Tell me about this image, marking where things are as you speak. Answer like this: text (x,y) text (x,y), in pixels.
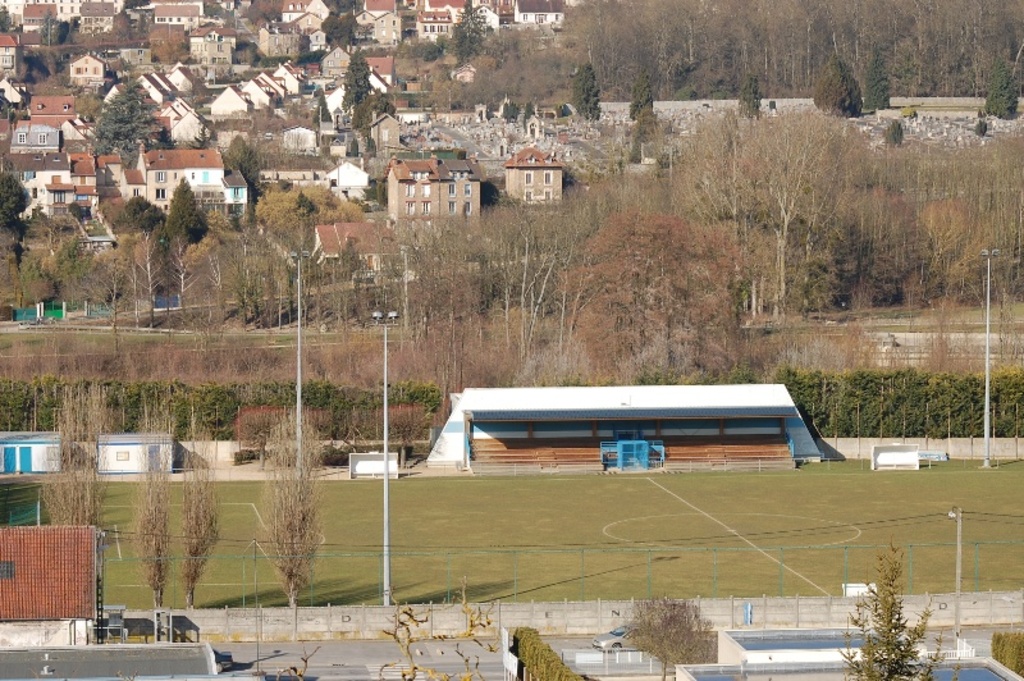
At the bottom of the image (27,620) there are some buildings (66,620) and trees (870,666) and vehicles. Behind the vehicle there is a fencing (1006,593). In the middle of the image (551,379) there are some poles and trees (577,337) and grass (995,464). At the top of the image (549,167) there are some buildings (40,100) and trees (988,15).
